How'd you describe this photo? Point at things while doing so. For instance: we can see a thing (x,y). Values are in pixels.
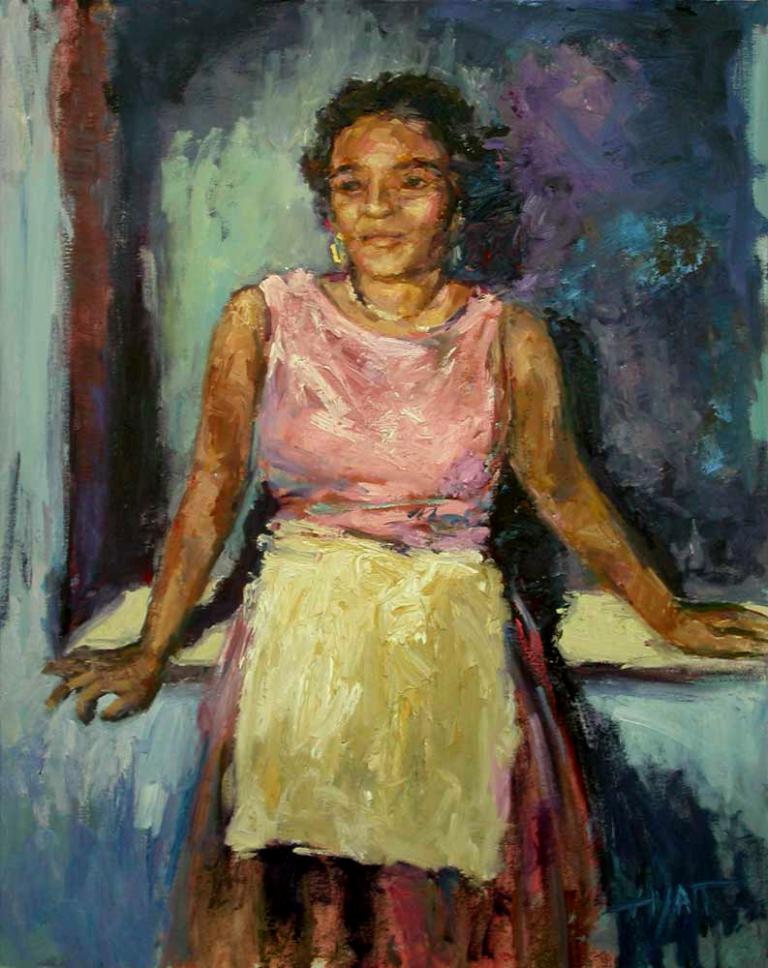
In this image we can see the painting (472,511) of a woman (501,618) standing.
